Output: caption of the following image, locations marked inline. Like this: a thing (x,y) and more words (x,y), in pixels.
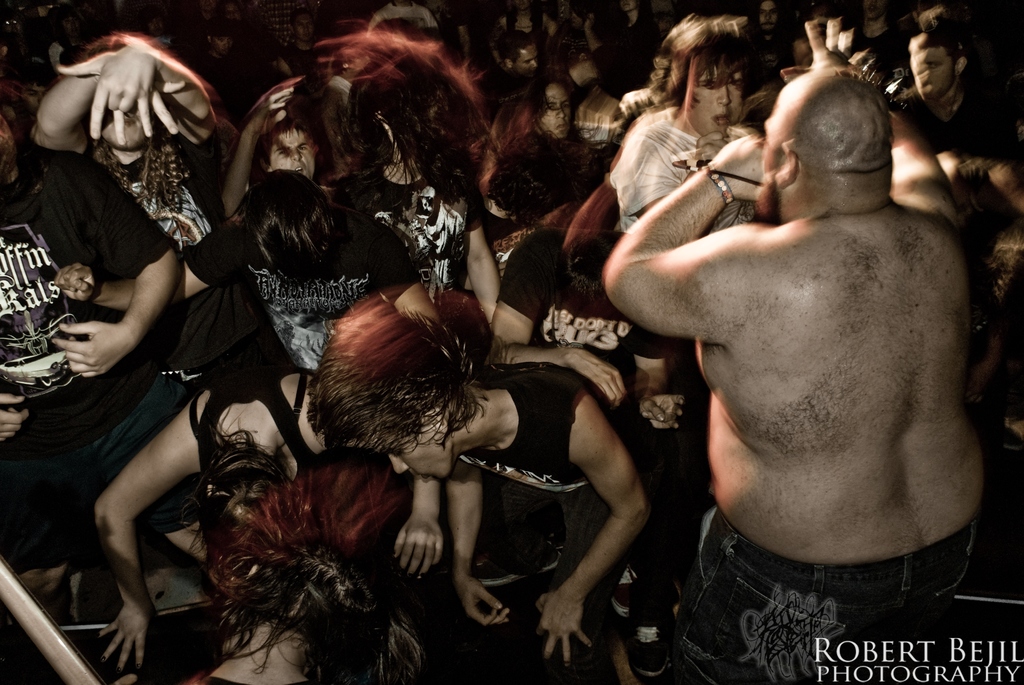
There are group of people (423,557). In the bottom right side of the image (962,640) we can see text (851,638).
